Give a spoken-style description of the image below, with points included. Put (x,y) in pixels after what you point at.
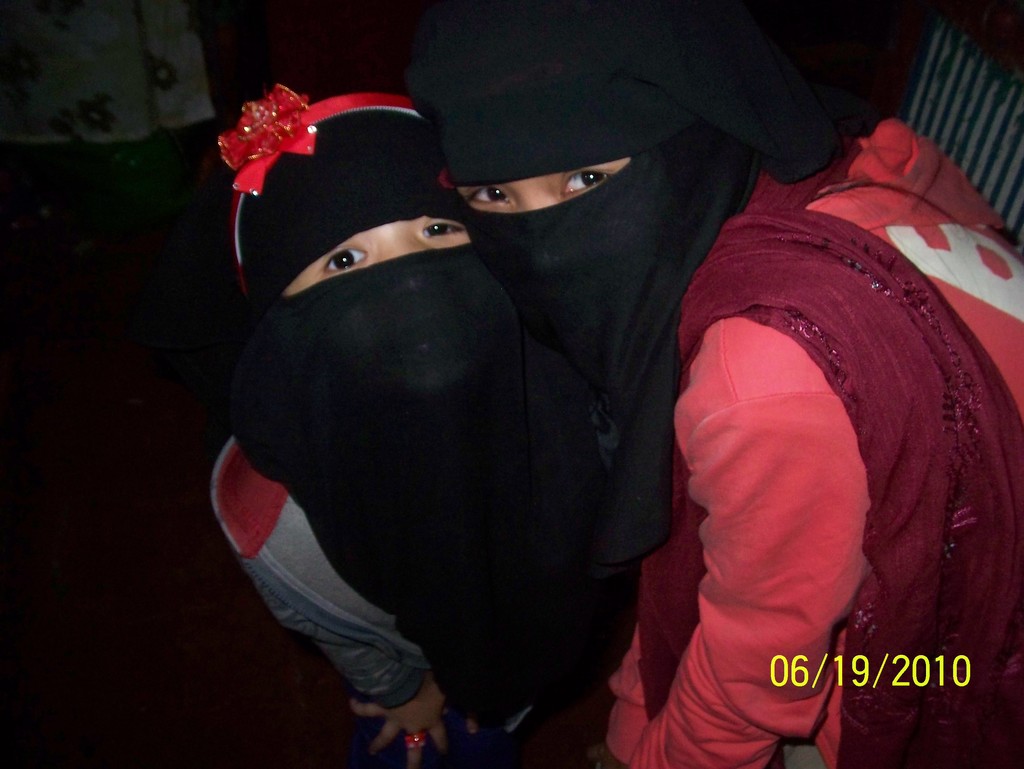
In this picture, we see two girls (437,500) who are wearing a grey jacket (333,624) and a pink jacket (800,452) are wearing a black face veil (561,159). The girl (368,134) on the left side (260,174) is wearing a red headband (248,165). In the background (101,168), it is black in color. This picture is clicked in the dark.
